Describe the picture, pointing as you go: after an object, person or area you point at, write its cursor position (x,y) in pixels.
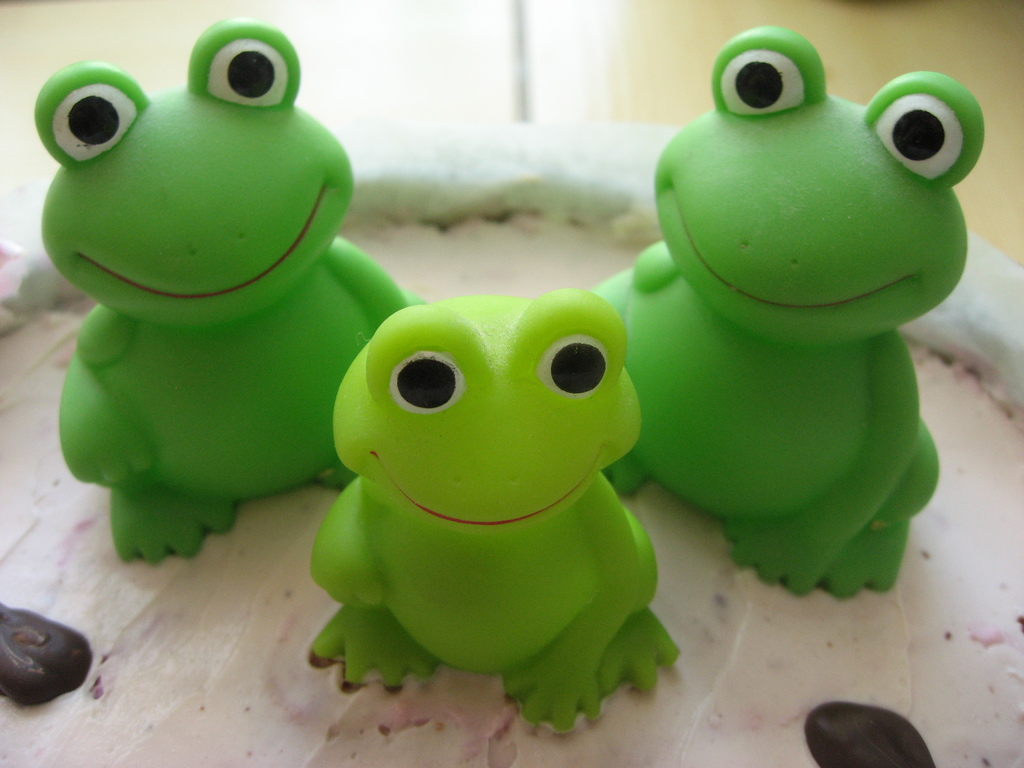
In this image I can see the toys (689,374) on the food item (739,718). These toys (405,415) are in green color. And there is a blurred background (588,14).
